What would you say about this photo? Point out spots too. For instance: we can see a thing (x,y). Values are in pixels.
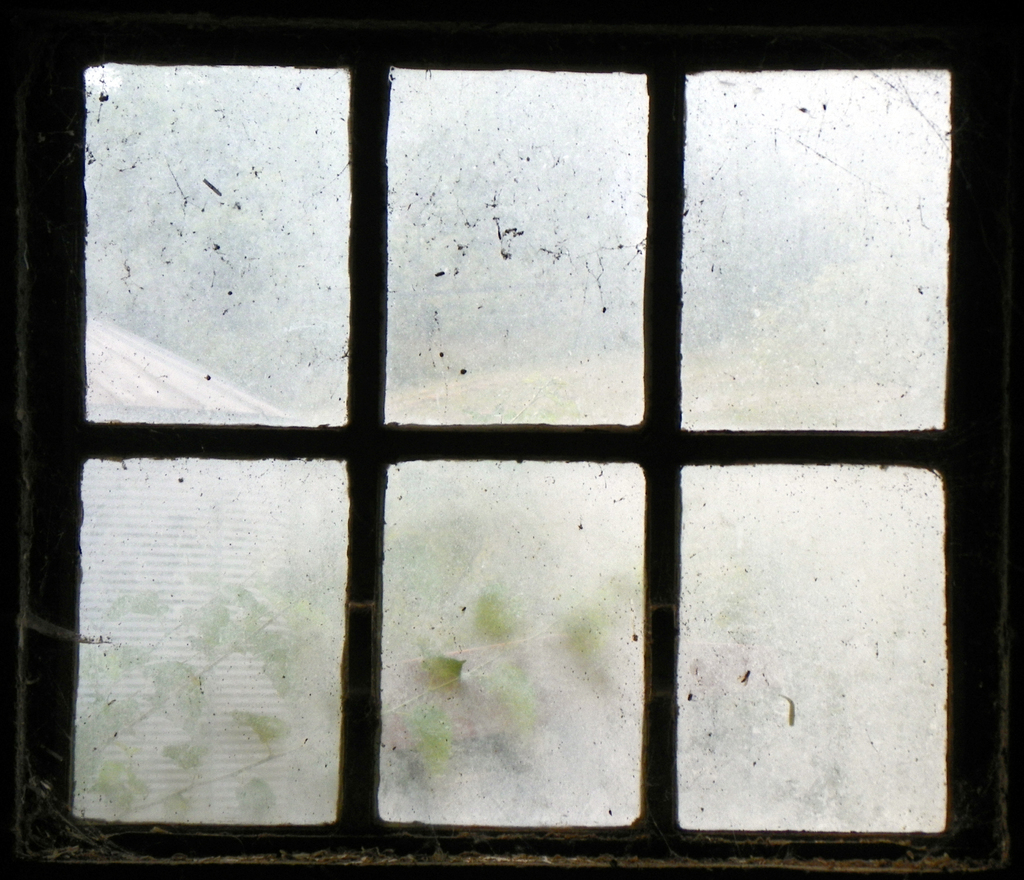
In this image in the front (398,374) there is window (500,475).
